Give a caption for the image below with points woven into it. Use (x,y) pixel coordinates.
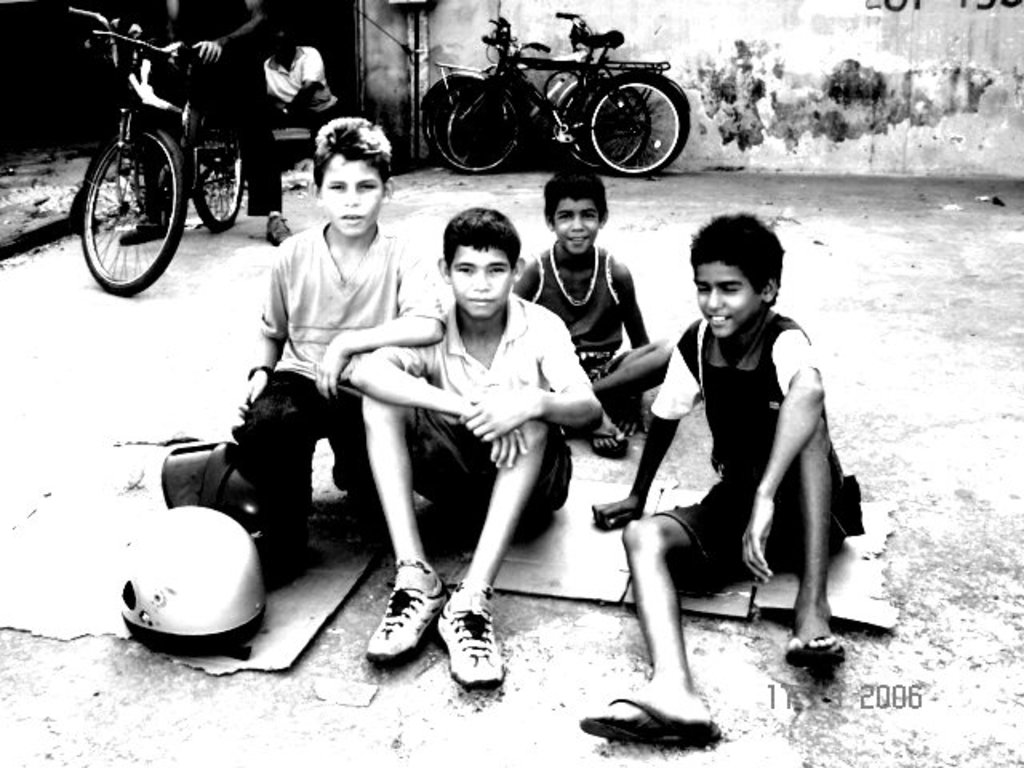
This Picture describe a old black and white photo with the group of four boys (568,489) who are sitting on the road (750,698) and in front (213,635) there is a helmet (187,617). Behind we can see a man (250,106) sitting on the bicycle (127,208) and just beside him a man (281,75) wearing white shirt (292,84) sitting down. We can see some bicycle (615,72) and white wall (842,127) behind the boys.
